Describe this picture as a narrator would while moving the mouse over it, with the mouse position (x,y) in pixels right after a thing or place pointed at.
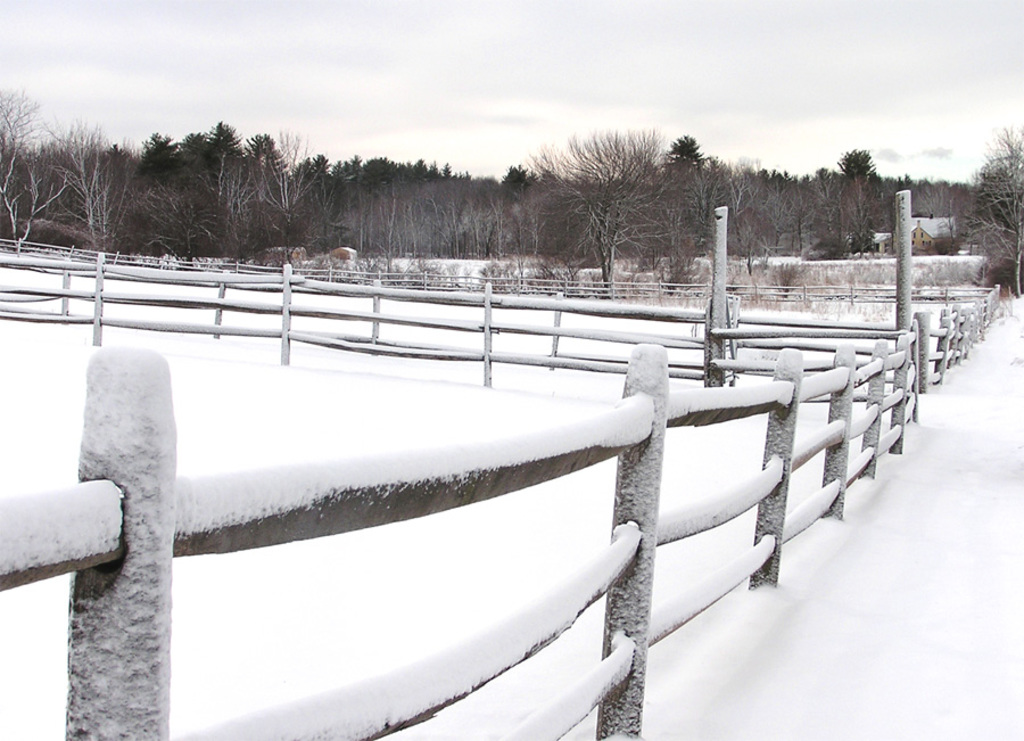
In this image we can see snow (106,367) on the fences (212,334) and ground (387,600). In the background (369,184) there are trees (14,106), houses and clouds (455,136) in the sky (453,116).
